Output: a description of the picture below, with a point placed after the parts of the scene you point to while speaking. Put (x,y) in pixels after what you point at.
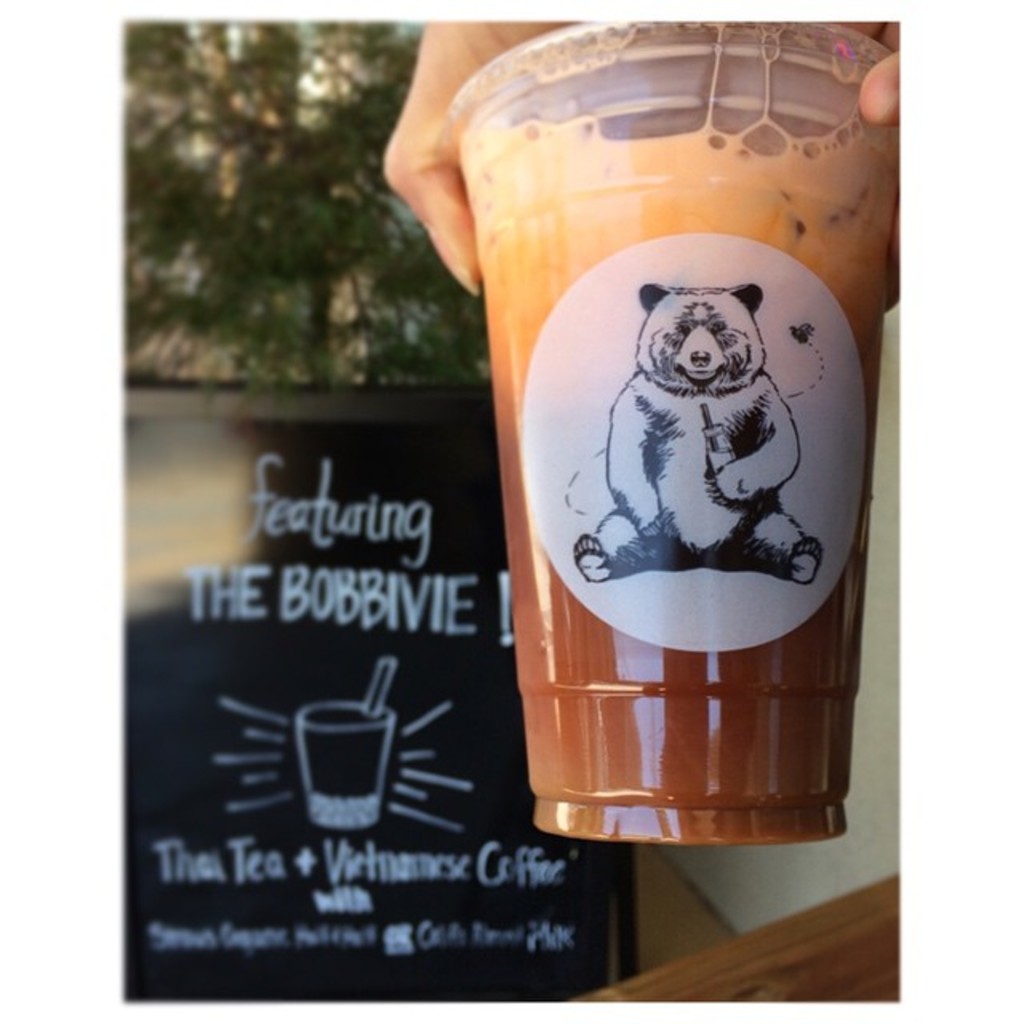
In this image we can see a person's hand (418,98) holding a cup (778,582). In the background (424,875) there is a board (379,572) and a tree (307,264).
